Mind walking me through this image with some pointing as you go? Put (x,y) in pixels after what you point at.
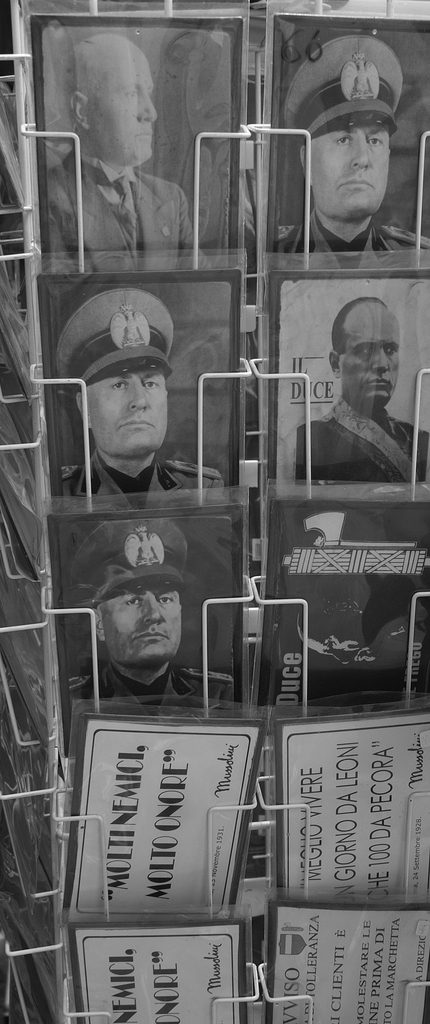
This is a black and white image. Here I can see few photo frames (98,573) are attached to a metal stand (18,125). At the bottom (202,820) there are few boards (331,826) on which I can see the text (372,842).
